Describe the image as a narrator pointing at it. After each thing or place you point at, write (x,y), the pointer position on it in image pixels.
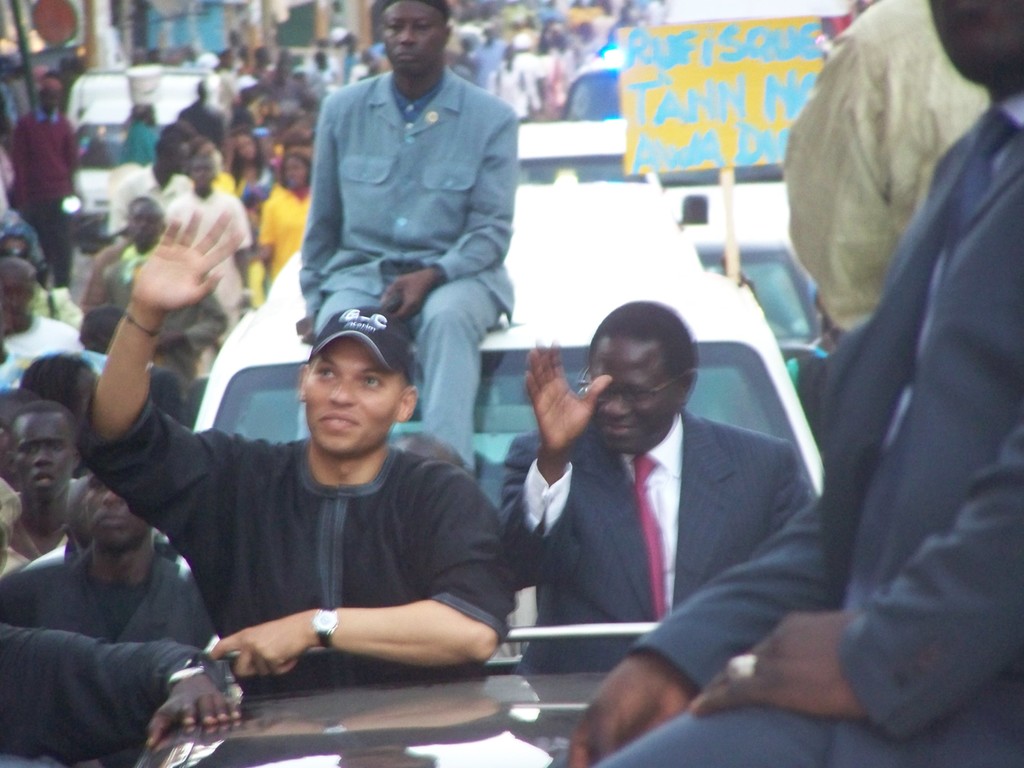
In the picture we can see a rally (381,318) of some important person (267,498) in the car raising his hand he is with cap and beside him we can see another person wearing a blazer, tie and besides the rally (708,204) we can see many people (30,243) are walking beside them.
